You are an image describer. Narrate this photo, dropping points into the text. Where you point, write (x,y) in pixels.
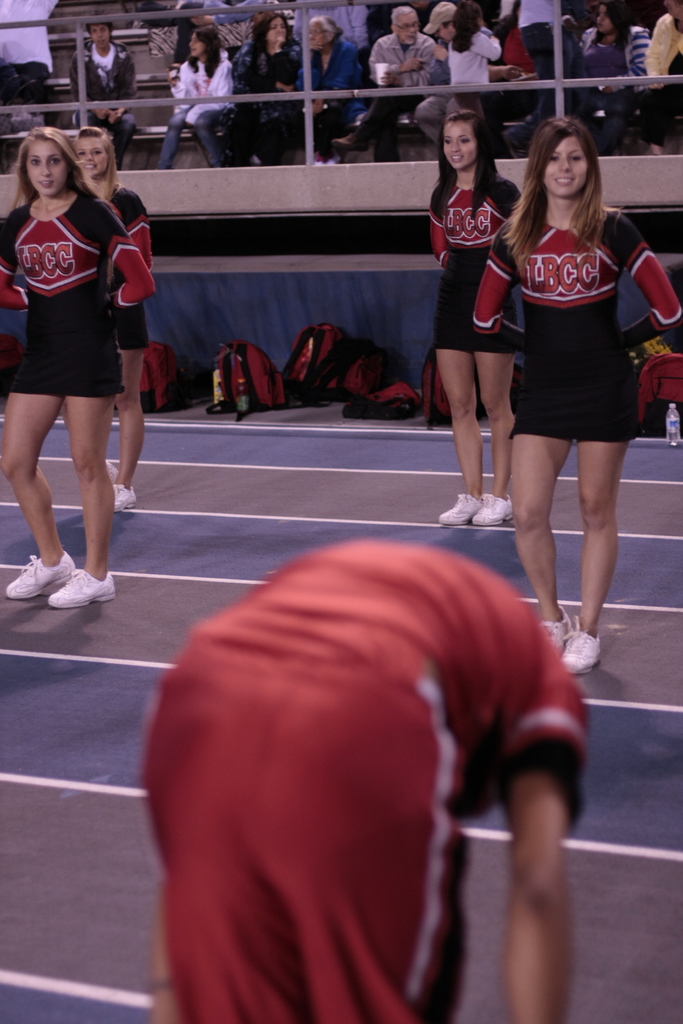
In this image we can see many people (381,45) are sitting in the stadium (136,31). There are many objects (310,366) placed on the ground (151,856). There are few people (535,697) standing in the image.
